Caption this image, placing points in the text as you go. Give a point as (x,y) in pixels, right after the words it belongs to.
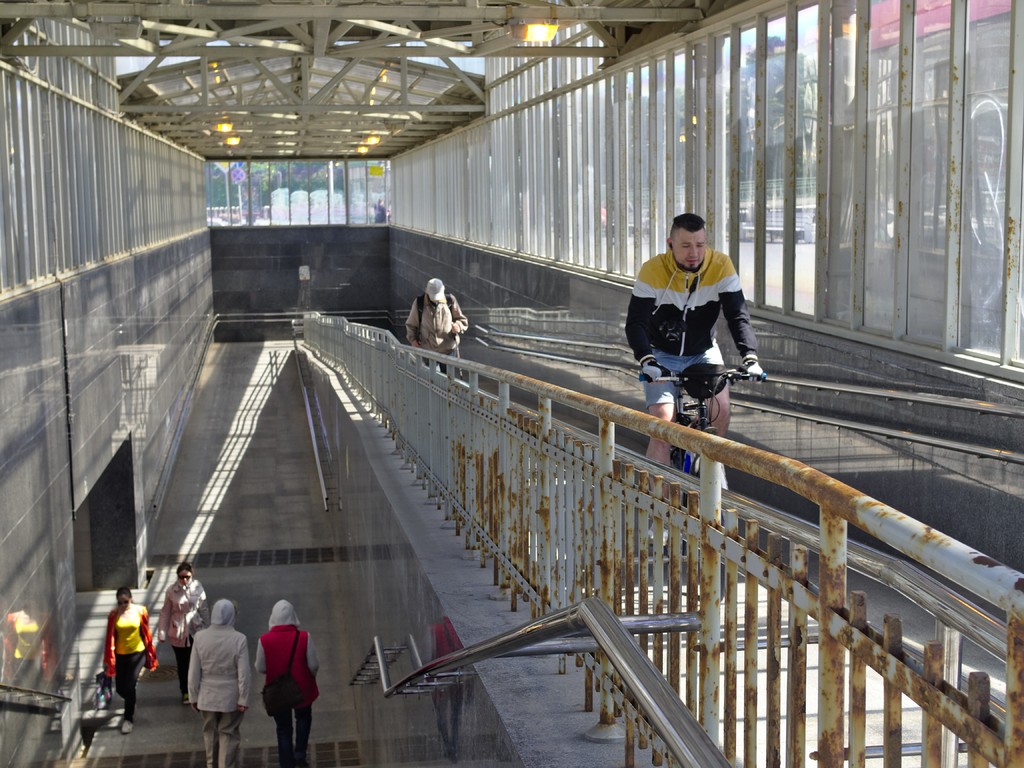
In this image I can see a five people (240,659) walking on the floor (304,525). The man (660,413) is riding a bicycle (730,382).
